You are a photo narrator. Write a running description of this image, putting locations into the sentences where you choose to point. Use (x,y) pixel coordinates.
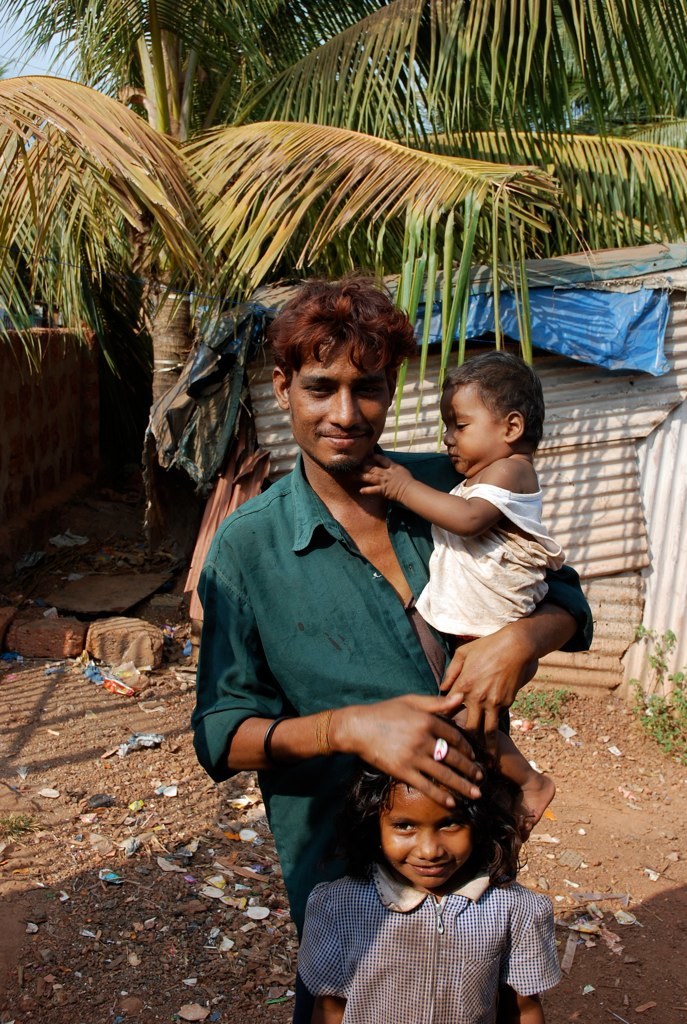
Here a man (339,563) is holding a kid (493,569) in his hand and a girl (414,878) standing at him. In the background (438,299) there is a small house (573,319), trees (393,163) and sky (14,6).
